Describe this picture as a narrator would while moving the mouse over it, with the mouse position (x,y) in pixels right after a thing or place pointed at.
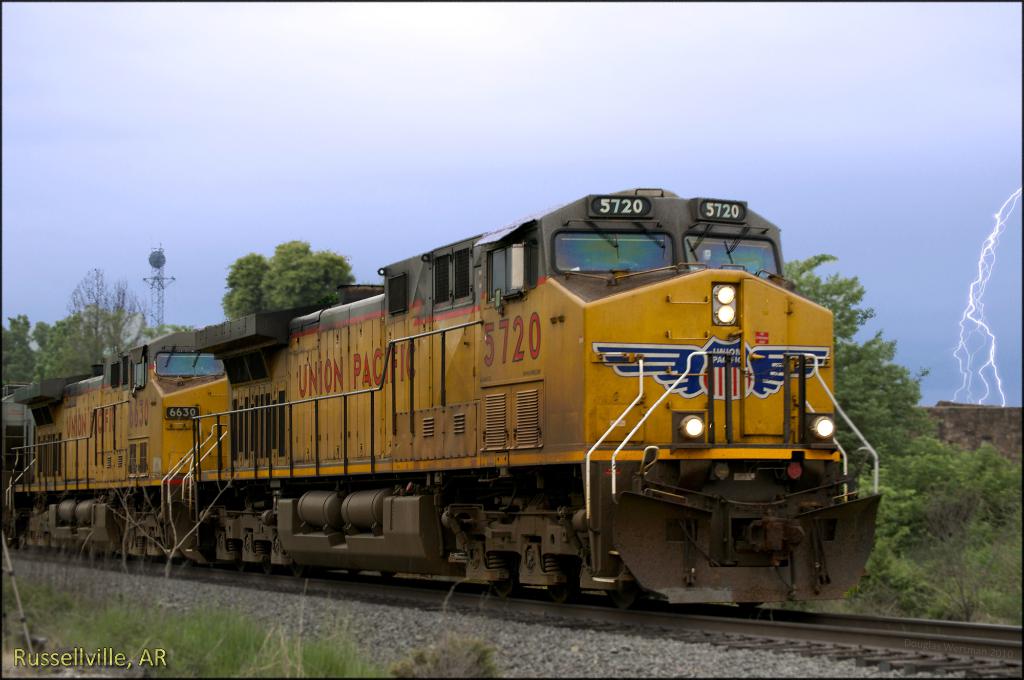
In this image we can see a train (566,544) on the track (719,617). We can also see some plants (408,679), grass (349,666), trees (77,348), a wall (1006,431), the thunder storm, a tower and the sky (531,157).
